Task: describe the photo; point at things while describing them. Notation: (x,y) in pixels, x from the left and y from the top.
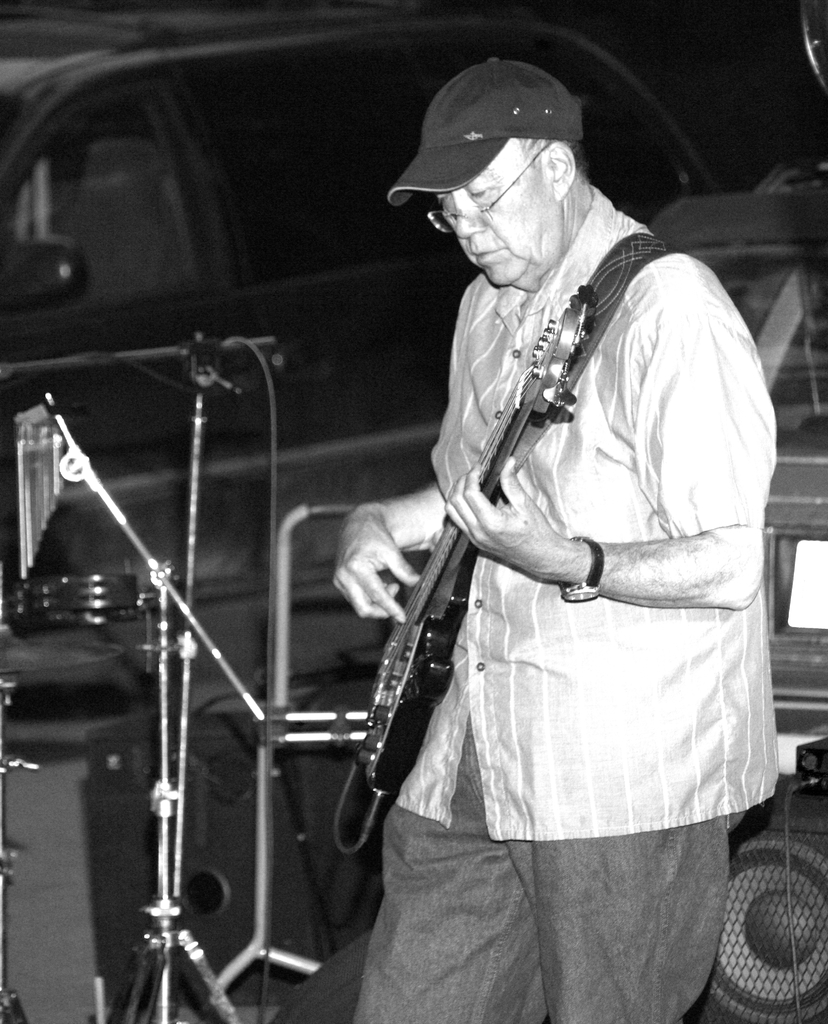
This picture shows a Man (636,319) Standing and playing the guitar (393,786) and we see a microphone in front of him.
